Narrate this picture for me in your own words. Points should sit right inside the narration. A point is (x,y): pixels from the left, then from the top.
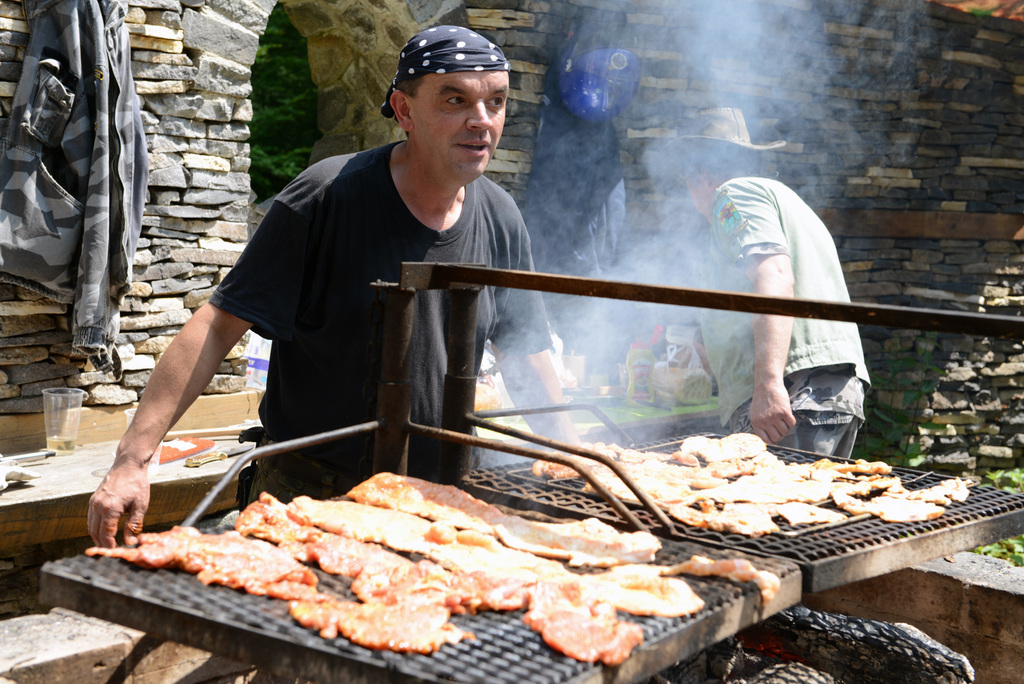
In this picture we can see some food items (813,499) on the grills (612,669). There is smoke (667,112) visible in the air (669,60). We can see two people (343,236) standing. There is a cup (69,439), knife (215,459), bottle (656,336) and other objects (663,372) on a wooden table (49,516). We can see a jacket (121,200) and a blue object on the stone walls (789,136). There are few rods (323,439).
